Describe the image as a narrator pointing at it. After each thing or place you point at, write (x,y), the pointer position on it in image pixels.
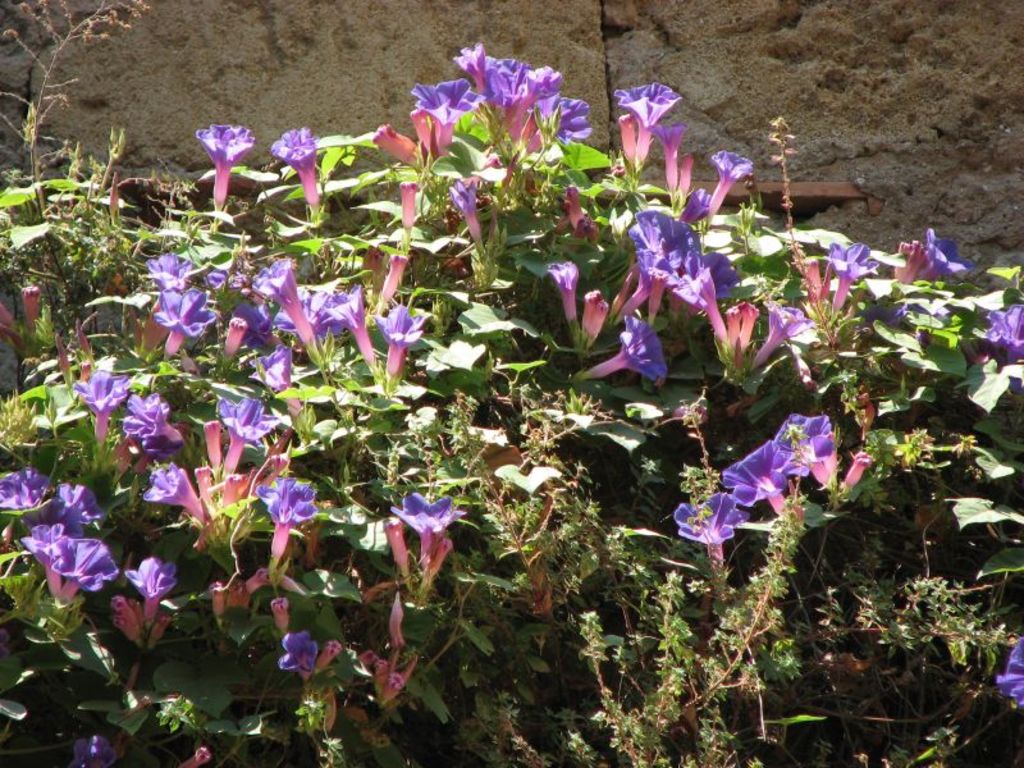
In the image we can see some plants (461,123) and flowers (561,123). Behind the plants (687,175) there is wall (223,51).
